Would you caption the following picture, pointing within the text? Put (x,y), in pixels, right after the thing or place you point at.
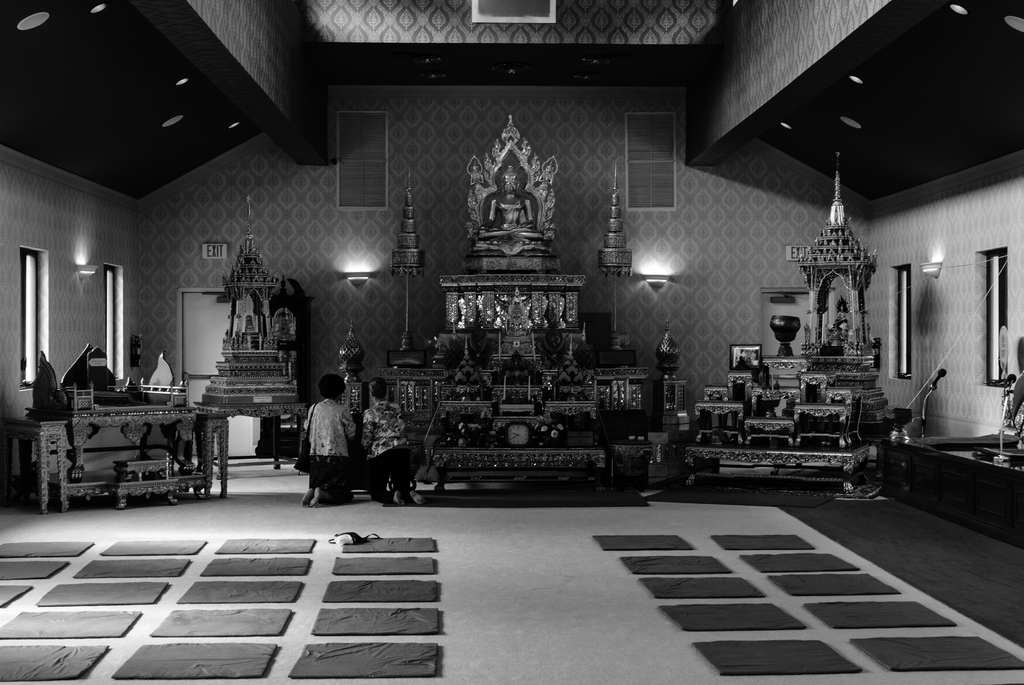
In this picture I can see two people (408,442) are kneeling down on the floor (571,559). In the background (347,282) I can see statue (529,251), lights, doors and a wall (465,220). I can also see windows (906,364) and some objects (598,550) on the floor (516,581). This picture is black and white in color.
